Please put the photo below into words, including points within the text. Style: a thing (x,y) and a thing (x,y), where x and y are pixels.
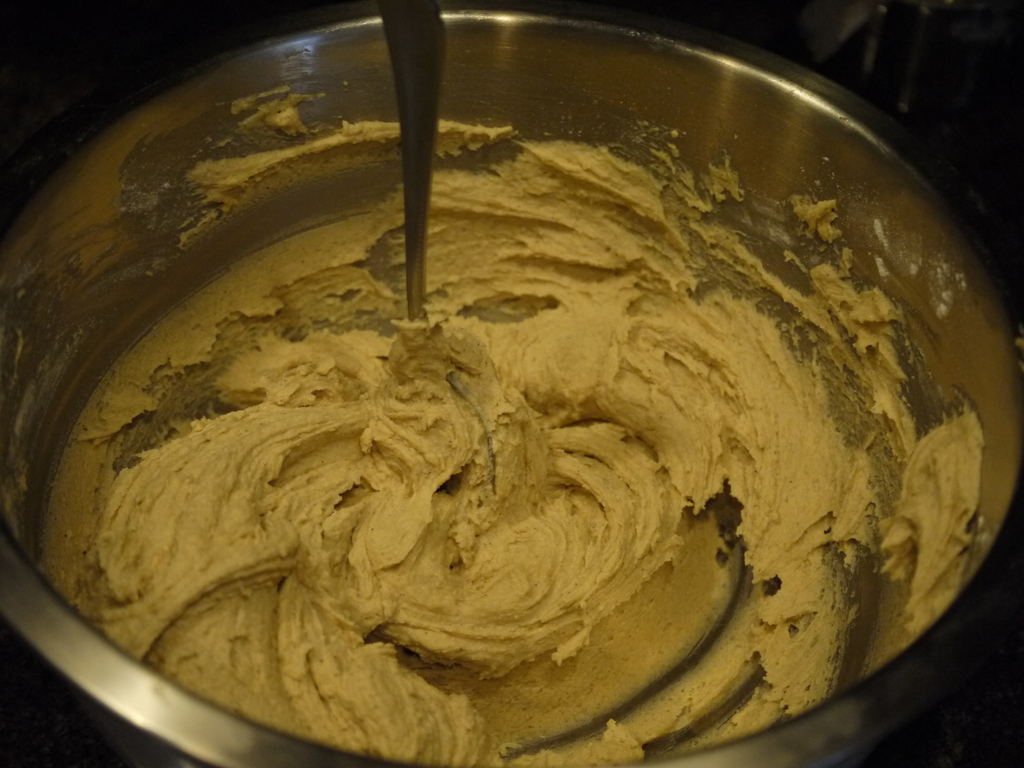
In this image we can see some food (358,557) with spoon (420,273) placed in a bowl (225,231).
